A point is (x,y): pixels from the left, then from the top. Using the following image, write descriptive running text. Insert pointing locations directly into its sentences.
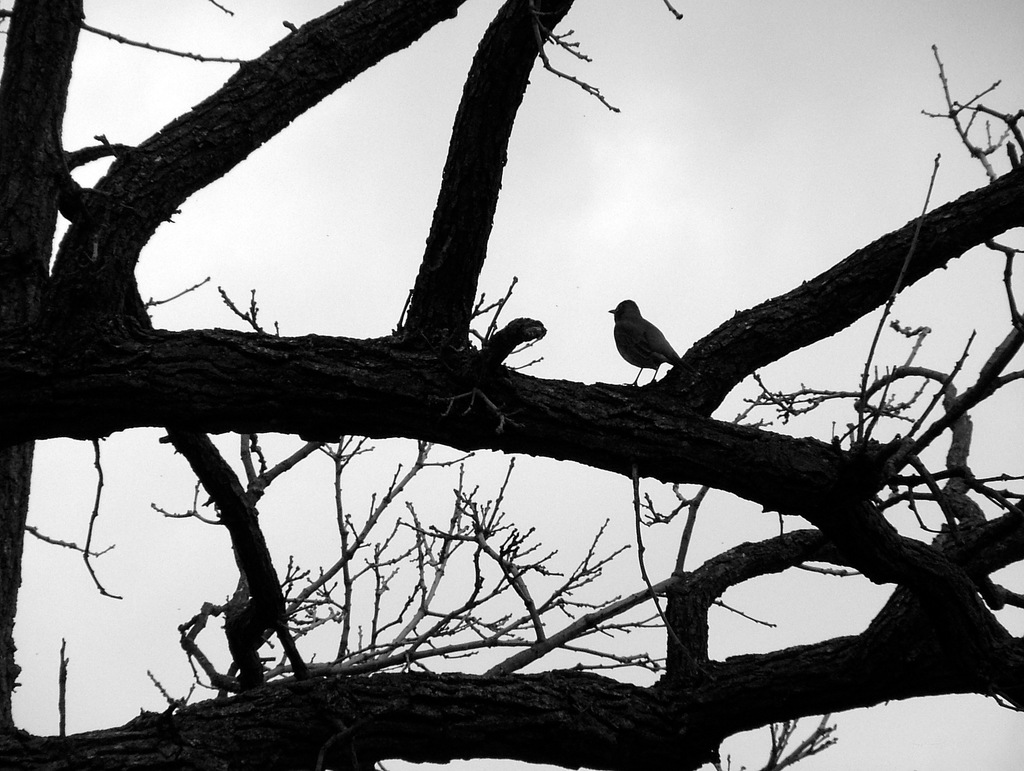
In this image there is a tree (578,633). In the center (636,314) we can see a bird (656,368) on the branch (581,414).
